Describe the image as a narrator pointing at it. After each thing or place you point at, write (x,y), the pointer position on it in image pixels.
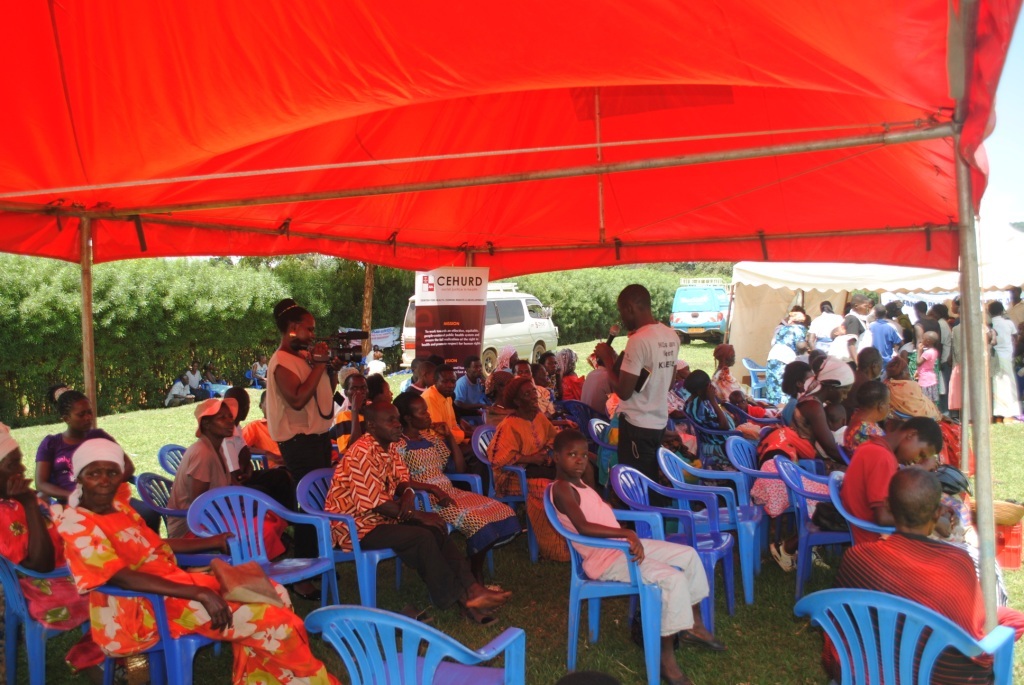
As we can see in the image there are few people (309,447) here and there, chairs (207,636), tent (705,96), vehicles (711,306), grass (252,406) and trees (274,300).
